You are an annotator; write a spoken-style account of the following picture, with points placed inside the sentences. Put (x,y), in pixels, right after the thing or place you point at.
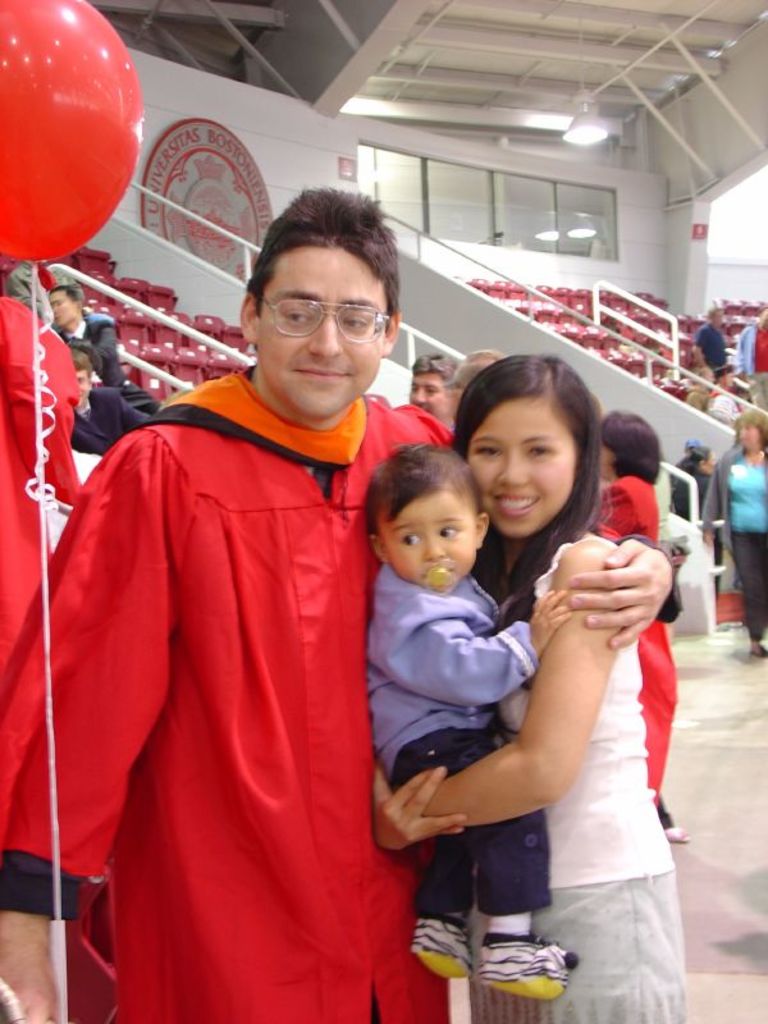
The man (288,667) in the red coat (269,641) who is wearing the spectacles (293,323) is standing beside the woman (501,714) who is wearing a white dress (635,879). She is holding the baby (482,744) in her hands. She is smiling. On the left side (82,129), we see a red color balloon (41,119). Behind them, we see people (620,496) are standing. We even see people (124,420) are sitting on the red color chairs (147,285). In the background (606,345), we see red chairs (662,348) and railing (474,258). In the background (520,278), we see the wall (591,149) and the windows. This picture might be clicked in the indoor stadium (568,77).
